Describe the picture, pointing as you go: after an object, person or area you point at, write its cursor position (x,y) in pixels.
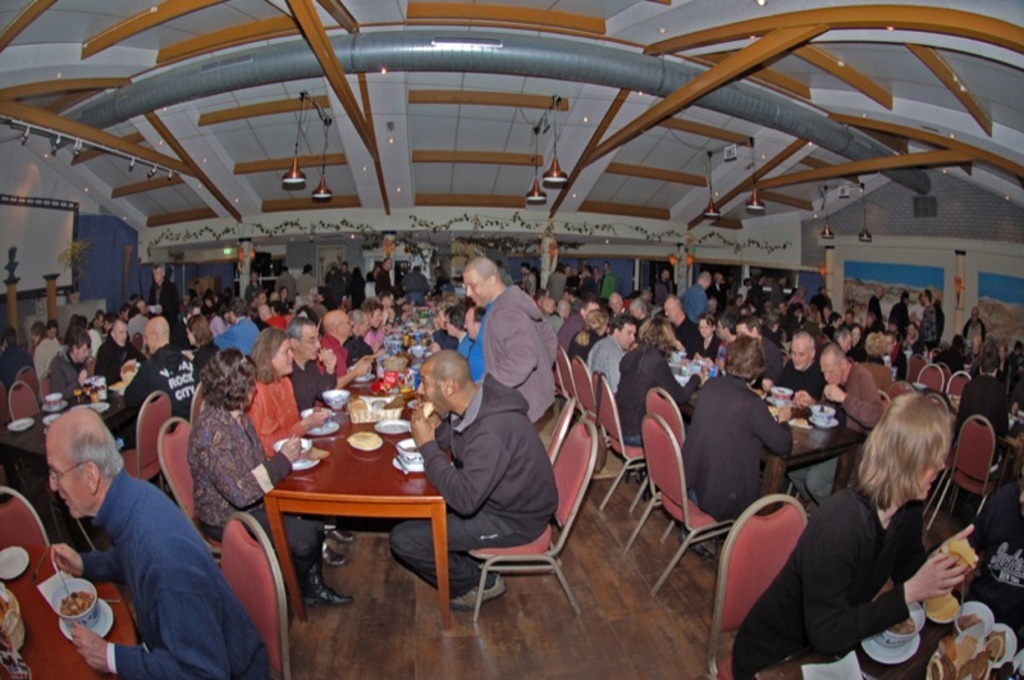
Group of people (281,394) sitting on the chairs (562,364) and few persons (538,323) are standing. We can see tables (360,483) and chairs (736,590) on the floor (381,612), on the table (305,490) we can see bowls (86,584), plates (394,431), food (71,596), spoons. On the top (712,185) we can see lights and on the background (216,258) we can see wall (204,259), lights (690,258).
